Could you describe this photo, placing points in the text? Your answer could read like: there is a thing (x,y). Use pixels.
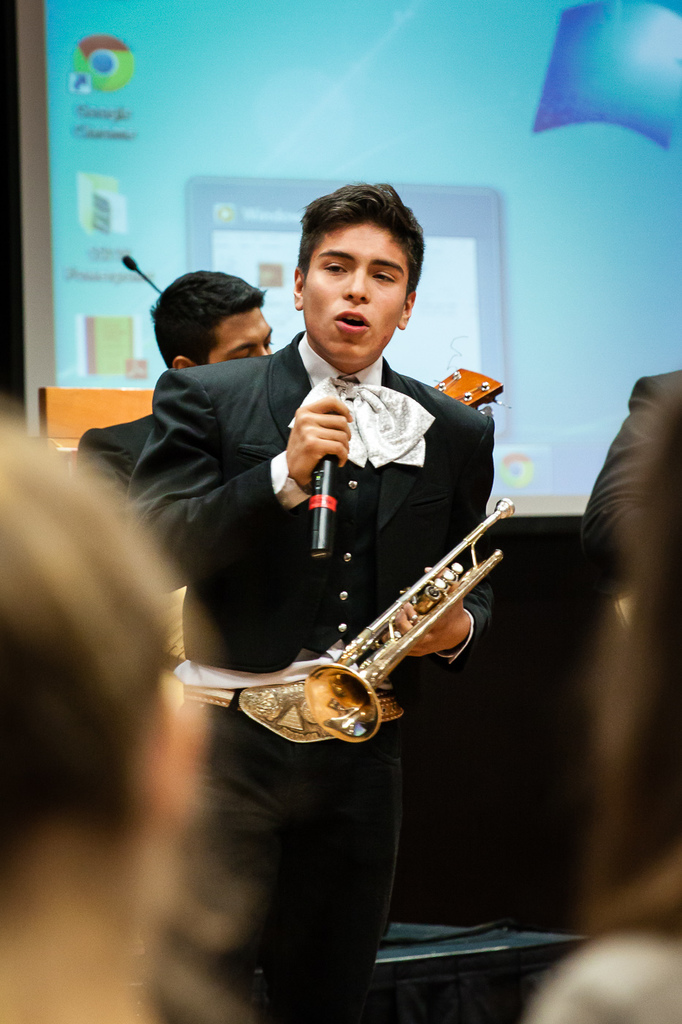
In this image, in the middle (363,542) there is a boy (366,852), he is standing and he is holding a microphone (322,491) which is in black color in his right hand (290,497) and he is holding a music instrument (375,665) which is in yellow color in his left side. In the background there is a man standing and he is holding a music instrument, in the background (168,125) there is power point projection (180,204).
